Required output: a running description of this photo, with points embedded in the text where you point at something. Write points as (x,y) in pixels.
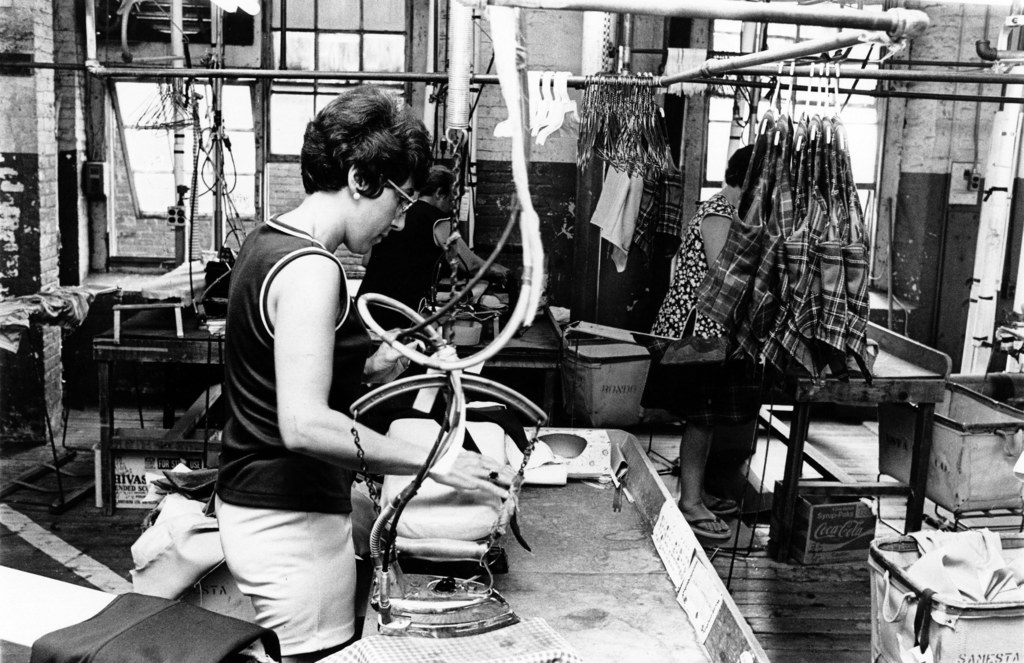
In this black and white picture there is a woman (279,350) standing. In front of her there is table (580,535). On the table (580,535) there are clothes (456,504) and a iron box (442,596). There are cardboard boxes (823,506) and trolleys (969,470) on the floor (844,583). There are dresses (753,201) to the hangers (619,125). In the background (556,30) there is a wall (556,30). There are windows (796,95) to the wall (685,107).
